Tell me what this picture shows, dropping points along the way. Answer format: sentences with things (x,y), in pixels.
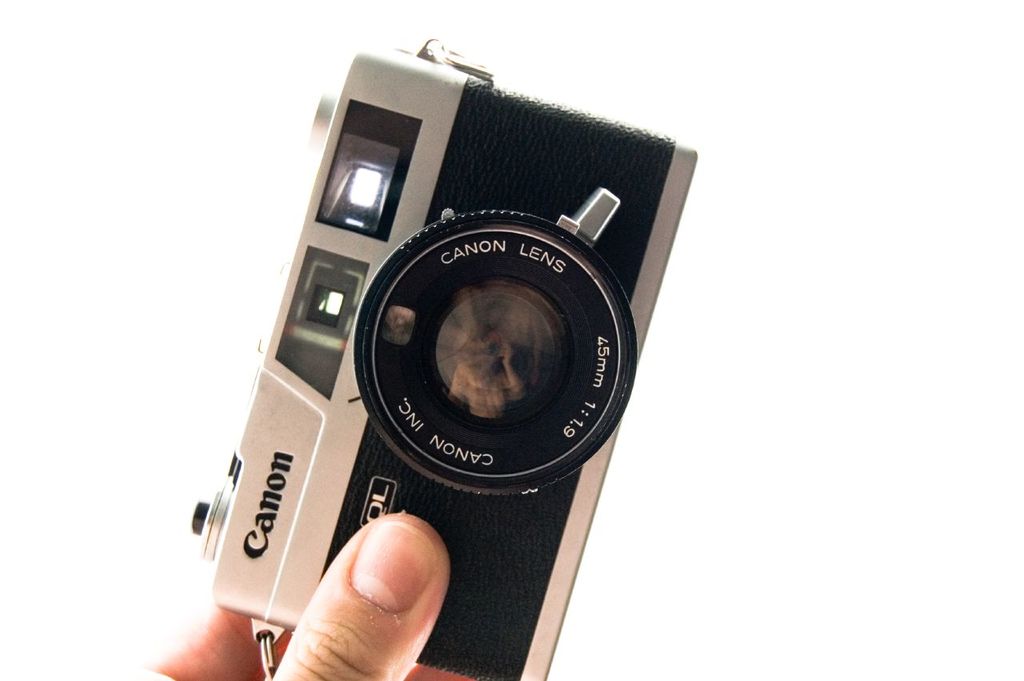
In this picture I can see there is a person (349,583) holding a camera (453,378) and it has lens (484,370), viewfinder (379,204) and buttons (214,552). The backdrop, there is a white surface (46,393).
